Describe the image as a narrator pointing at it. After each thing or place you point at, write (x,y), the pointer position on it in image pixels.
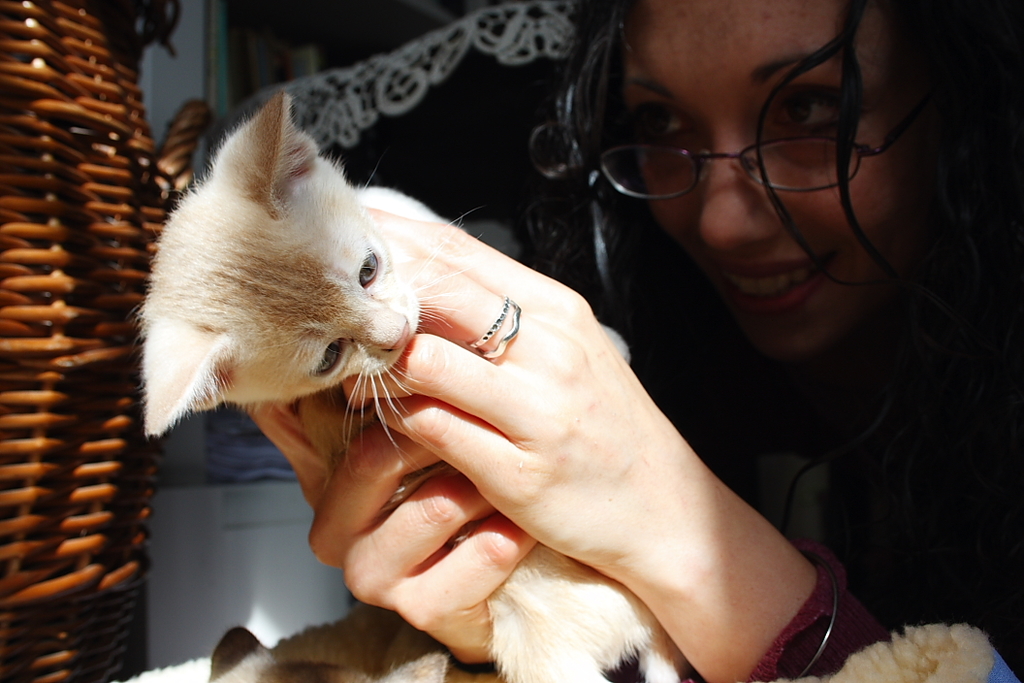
In the picture I can see a woman (784,270) wearing spectacles (779,164) is holding a cat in her hands (479,360) and there are some other objects (75,121) in the background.
